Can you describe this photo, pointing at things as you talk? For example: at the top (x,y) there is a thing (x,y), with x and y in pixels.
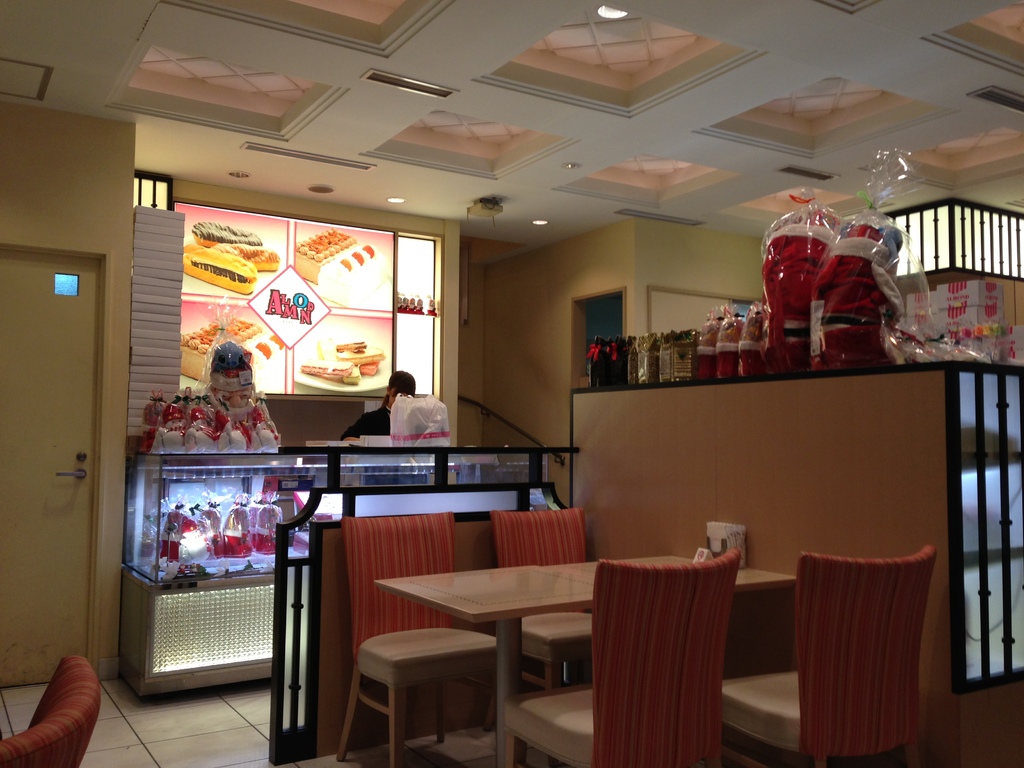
As we can see in the image there is a wall (516,336), table (510,623), and chairs (916,653) and there is a white color tiles (195,707), a door (69,471) and a person (385,403) standing over here.
